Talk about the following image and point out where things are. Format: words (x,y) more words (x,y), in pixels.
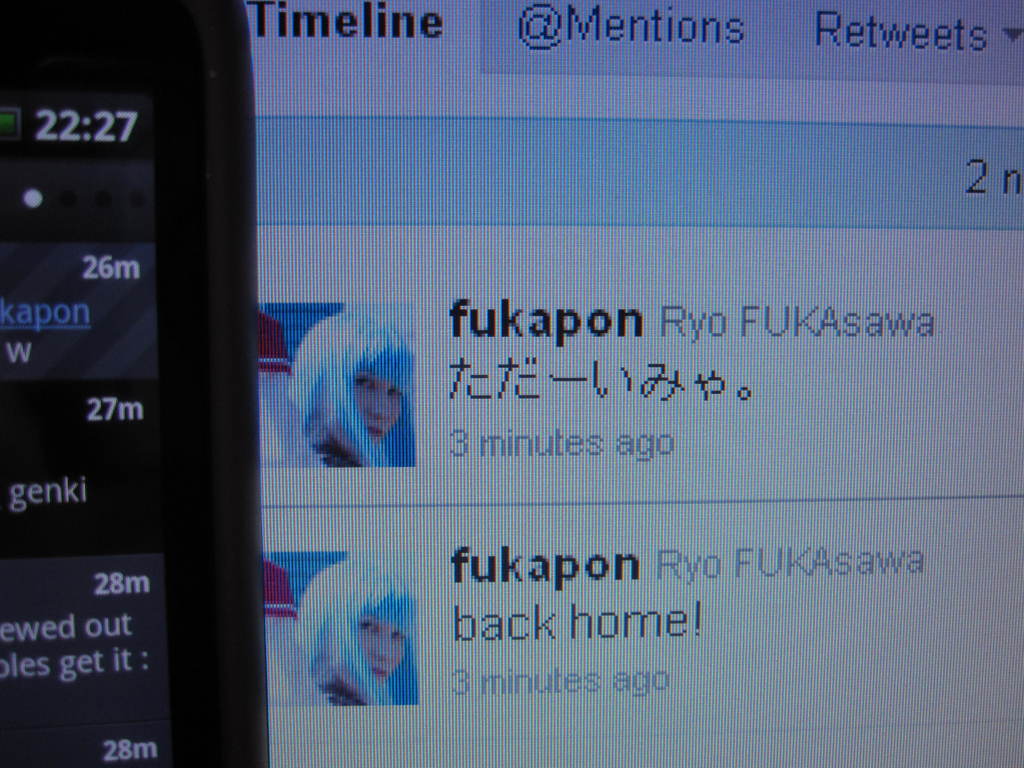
In this image there is a screenshot (576,15) of a twitter screen (274,691), on that screen (783,79) there is some information (594,452), on the left side (116,147) there is mobile screenshot (36,143) on that there is some text (88,625).
